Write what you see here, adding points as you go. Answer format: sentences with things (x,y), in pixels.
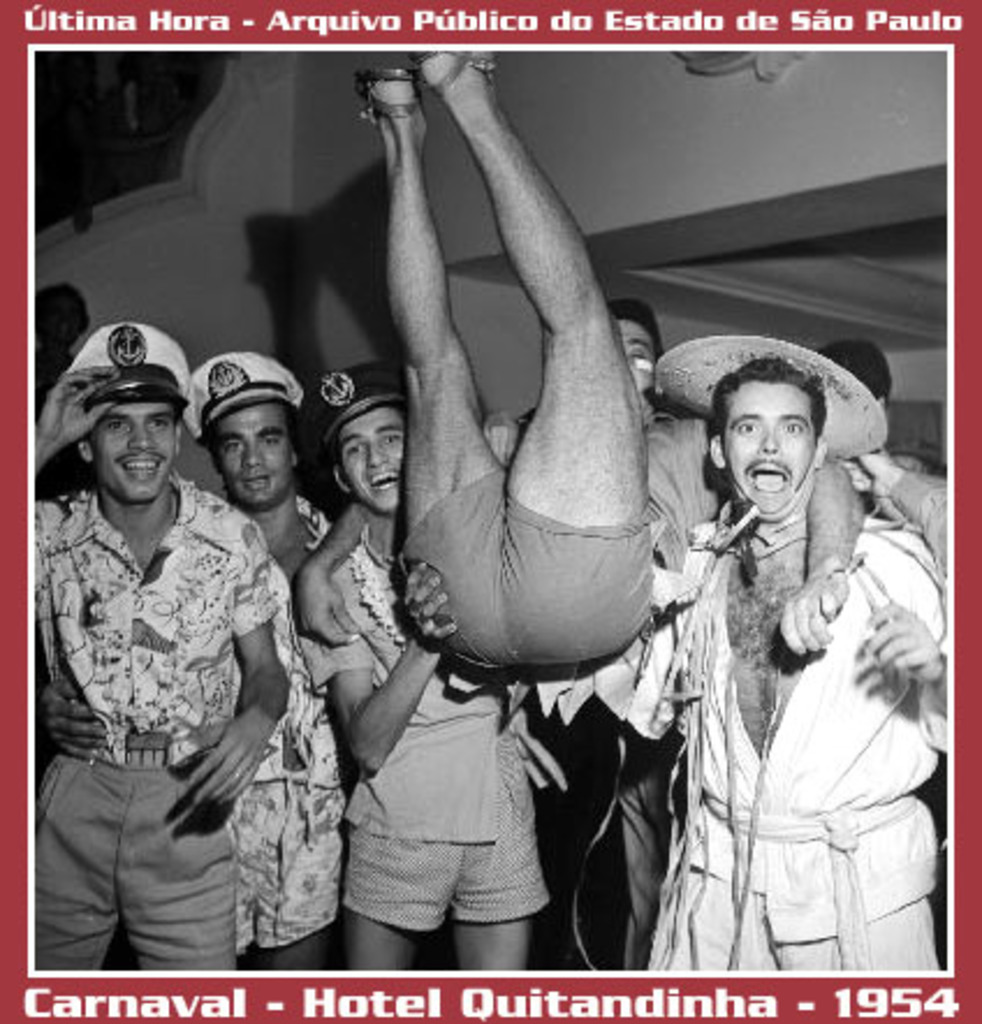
In this image we can see a poster (581,511) in which there are some group of persons (287,573) standing also wearing caps (320,416), lifting a person (651,544) and in the background of the image (581,225) there is wall (256,184) and there are some words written on it.
